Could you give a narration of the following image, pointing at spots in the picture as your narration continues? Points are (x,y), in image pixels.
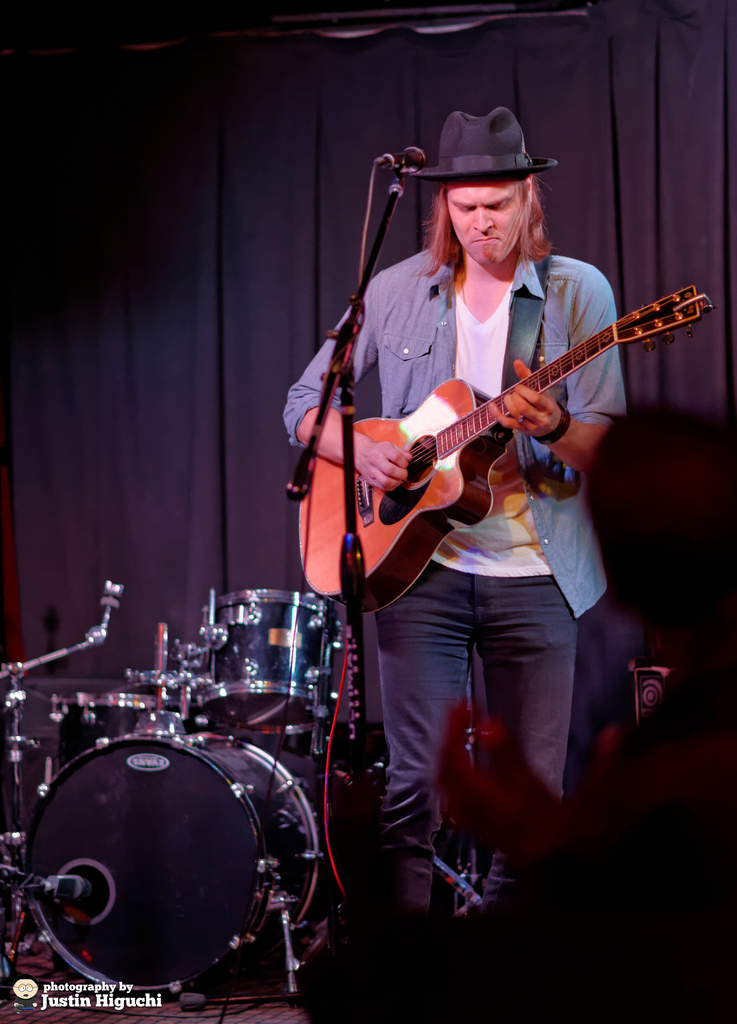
In this image we can see a person (415,649) holding a guitar (321,496) in his hands (533,390) and playing it. There is a mic (377,249) in front of him. In the background of the image (399,236) we can see drums (121,691) and curtains (127,381).
